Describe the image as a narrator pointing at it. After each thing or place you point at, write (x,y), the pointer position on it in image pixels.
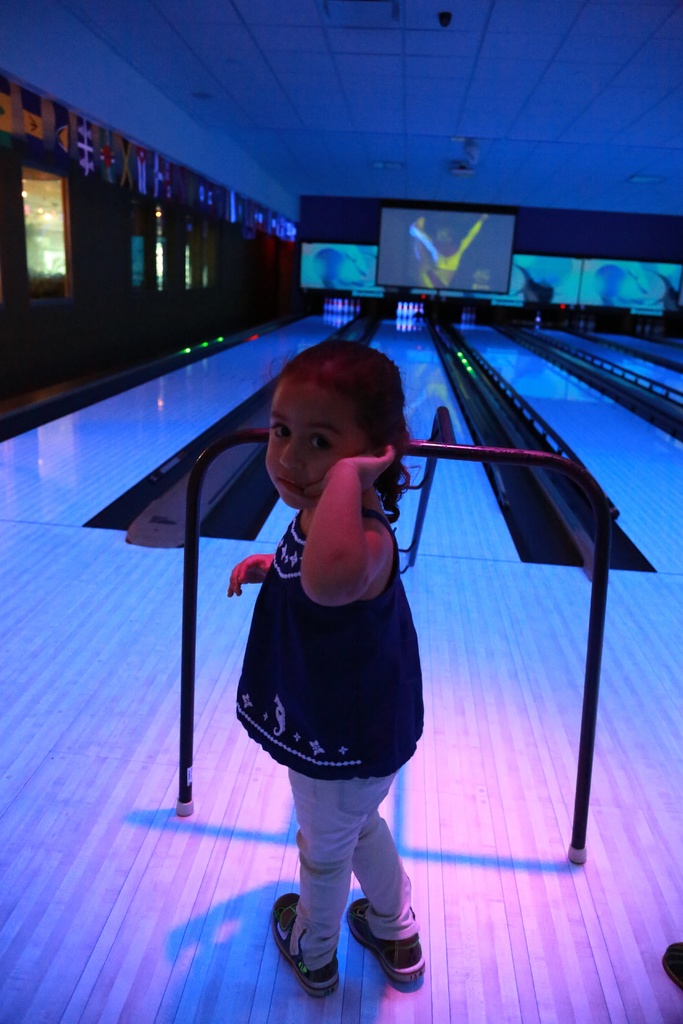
In the image there is a girl (289,576) standing. Behind the girl (309,459) there is a stand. In the background (352,321) there is bowling (499,384) and also there is a screen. On the left side of the image (222,282) there is a wall (86,312) with windows (62,232) and images (79,127).
